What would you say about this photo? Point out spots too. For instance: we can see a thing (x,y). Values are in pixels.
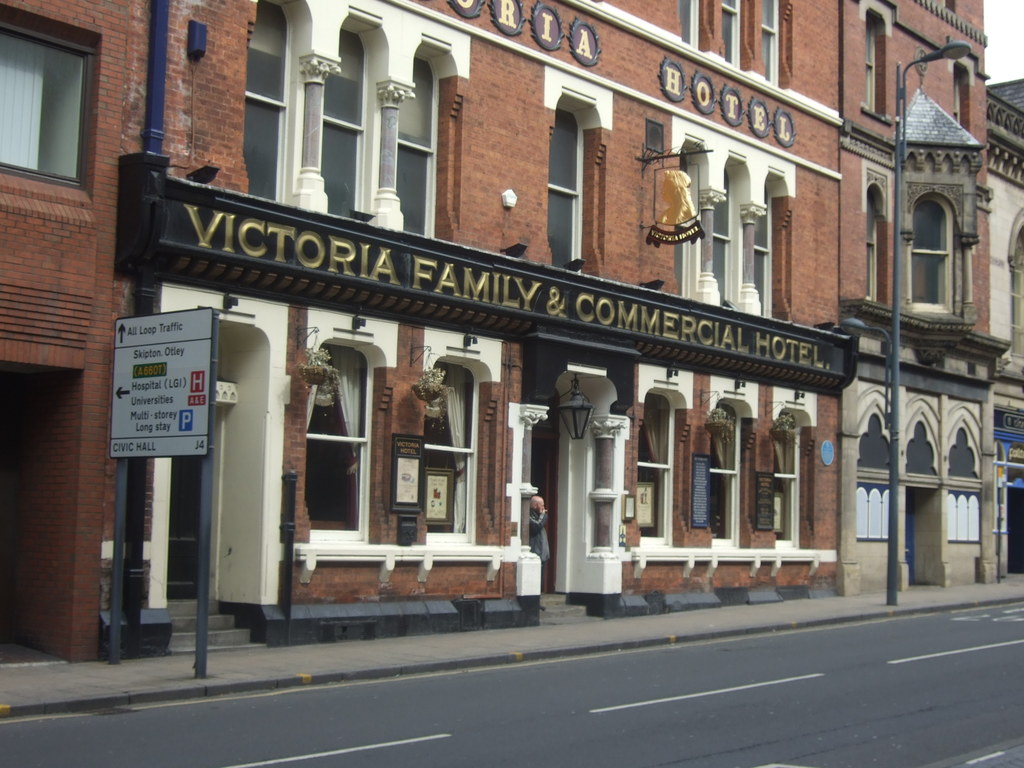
In this image I can see few buildings (644,206), windows (335,120), light pole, few stairs (214,640), lights (579,433), flower pots (776,438), pole (202,657), signboard (613,319) and one person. The sky (1015,23) is in white color.
